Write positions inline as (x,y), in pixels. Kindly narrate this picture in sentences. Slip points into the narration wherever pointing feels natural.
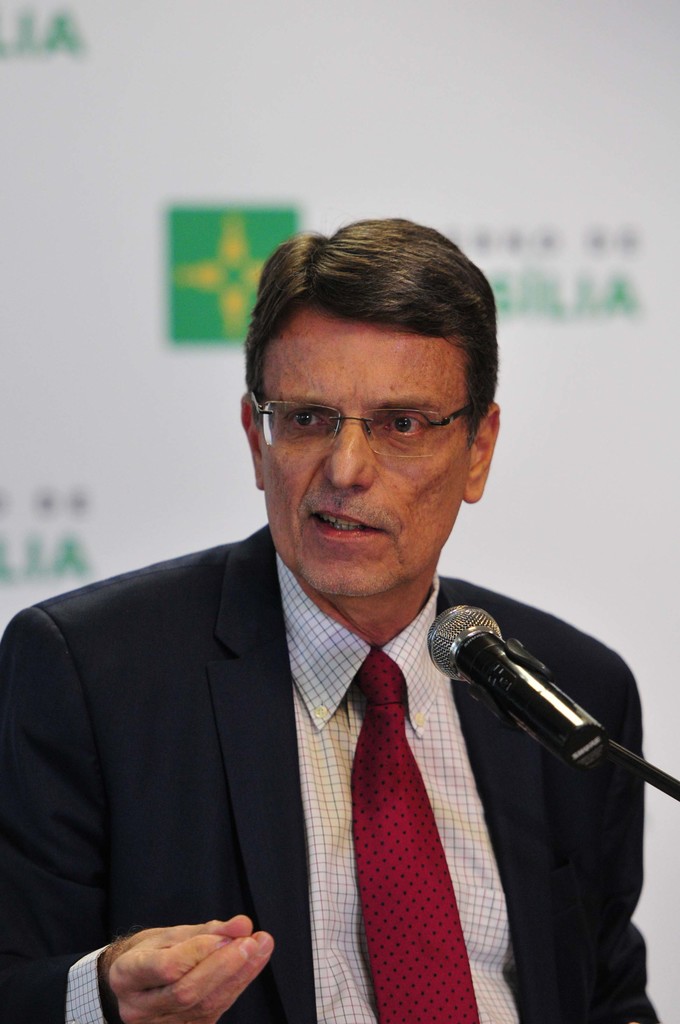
In this image there is a man (211,743) in the middle (239,553). In front of him there is a mic (453,638). In the background (237,170) there is a banner (138,154).
